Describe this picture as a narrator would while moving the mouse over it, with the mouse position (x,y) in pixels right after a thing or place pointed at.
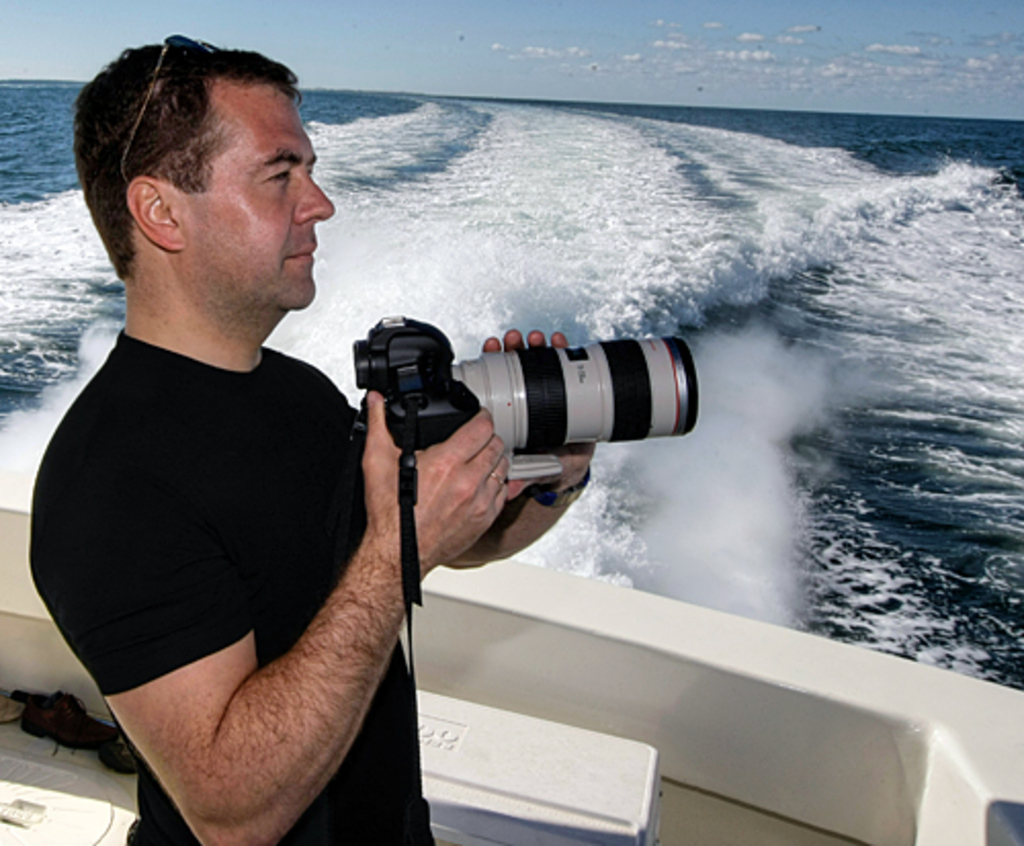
In this image a man (204,555) holding a camera (566,441) in his hands (425,458) and we can see water (628,186).
